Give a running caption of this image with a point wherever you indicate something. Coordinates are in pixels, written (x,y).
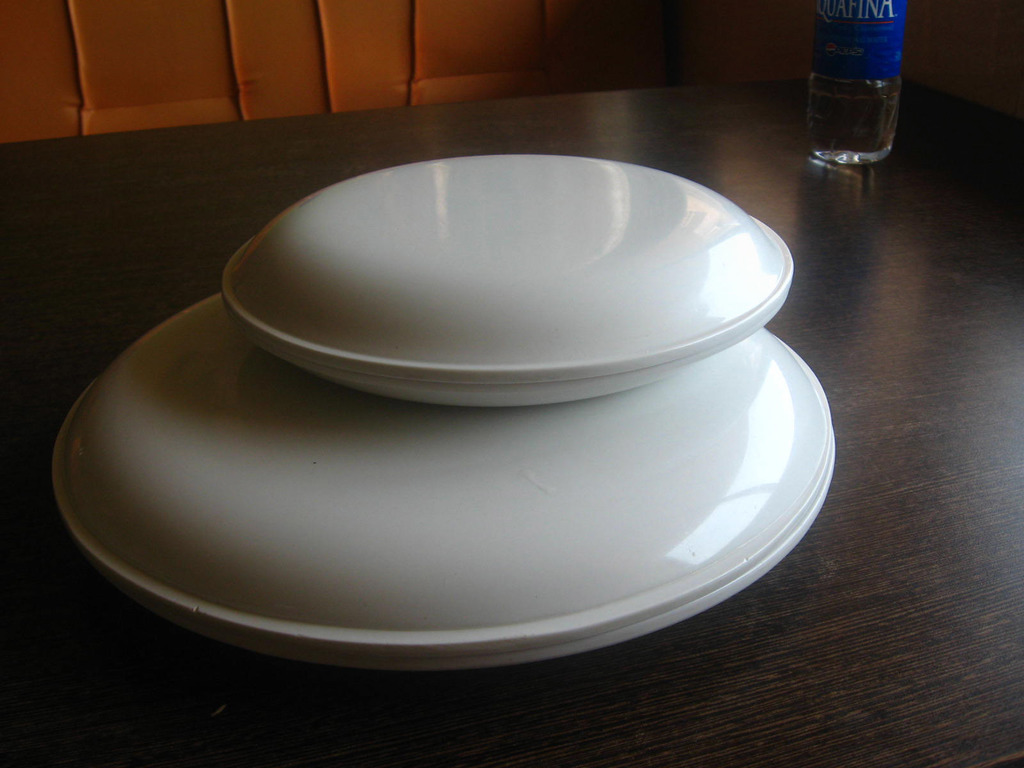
In the given image we can see a table (133,165) on which a bottle (839,120) is kept and there are two plates (468,514).
